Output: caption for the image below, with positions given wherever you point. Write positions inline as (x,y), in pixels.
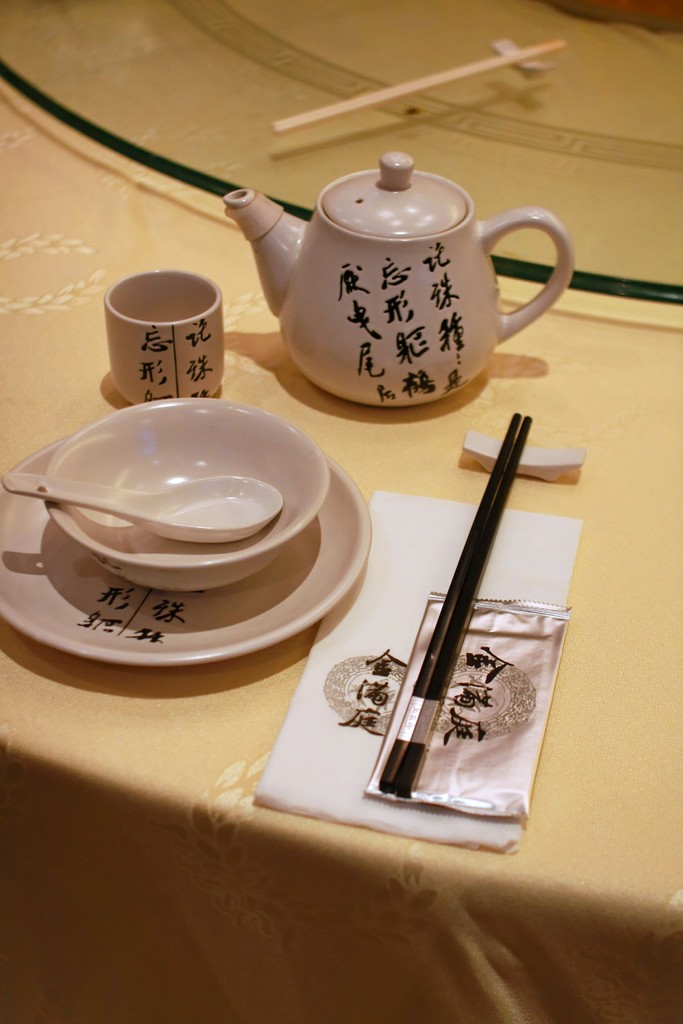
On a table (36,226) there is a cup (192,354), bowl (214,475), spoon (193,524), plate (309,591), chopsticks (493,489) and a teapot (471,334).
